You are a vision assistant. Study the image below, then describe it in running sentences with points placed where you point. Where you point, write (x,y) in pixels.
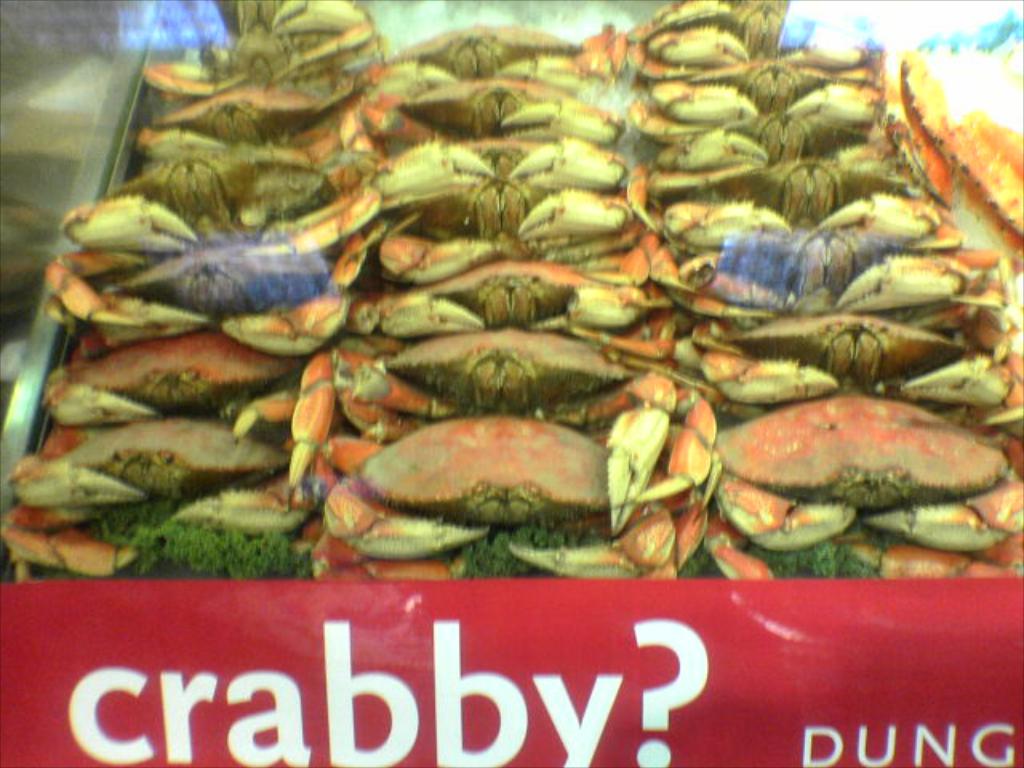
In this image, we can see some text (509,687). There are crabs (593,142) in the middle of the image (652,484).
